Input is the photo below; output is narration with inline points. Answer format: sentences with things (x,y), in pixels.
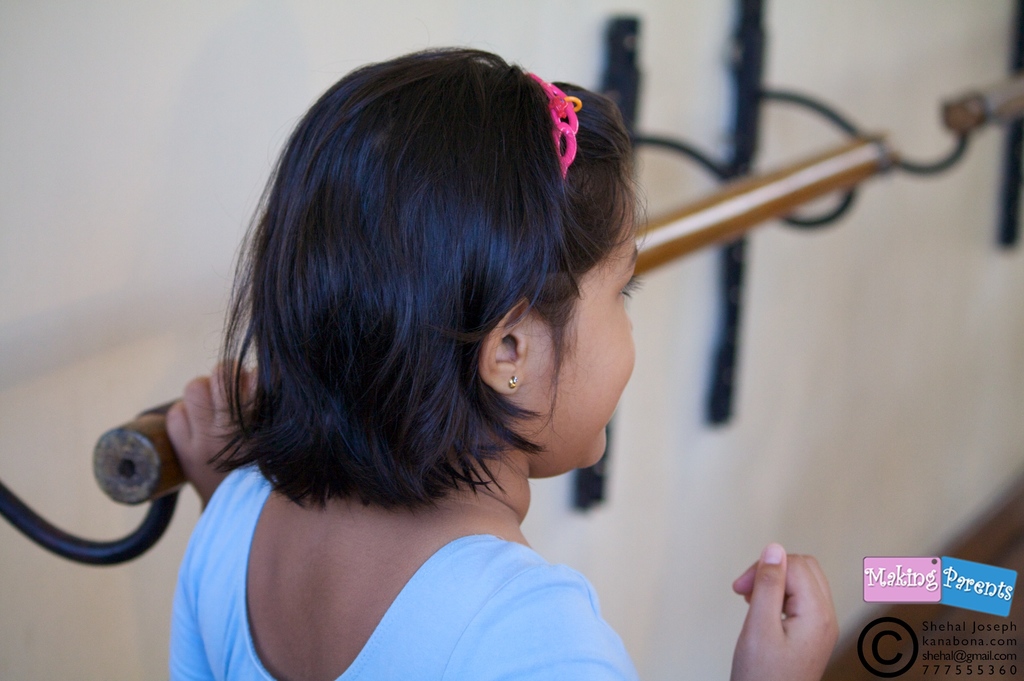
In this image we can see a girl (455,583). She is wearing a blue color dress (462,615). In the background (667,215), we can see a wall (695,123) and stand (822,110). There is a watermark (957,593) in the right bottom of the image (977,647).
